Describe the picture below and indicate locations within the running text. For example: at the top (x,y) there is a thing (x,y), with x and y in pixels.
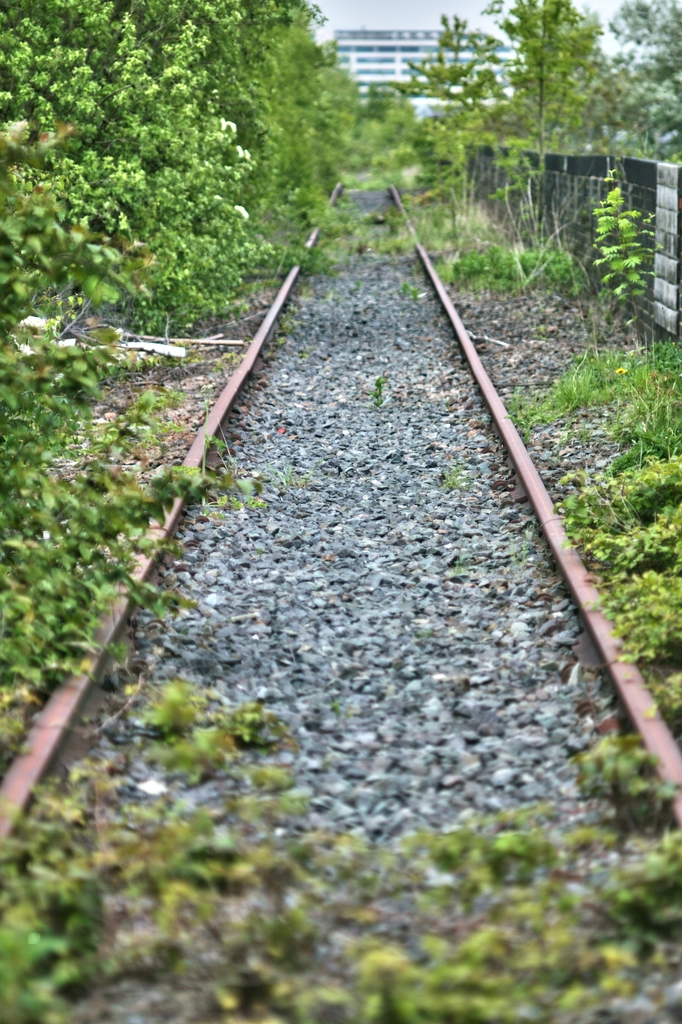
In this image in the front (232,899) there's grass (168,906) on the ground (280,889). In the center (306,462) there is a railway track (342,438) and in the background (224,228) there are trees (413,140) and there is a building (367,88) and there are stones (349,526) on the ground (341,435) in the center (353,432).
